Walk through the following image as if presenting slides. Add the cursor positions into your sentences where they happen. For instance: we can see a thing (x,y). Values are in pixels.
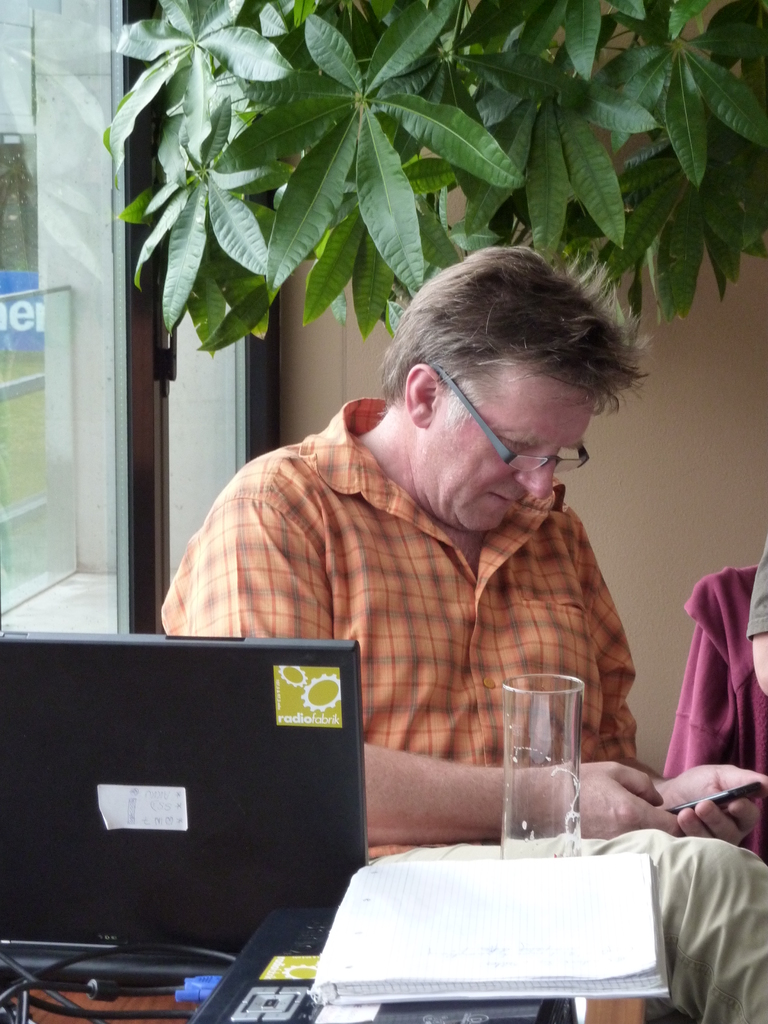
In this picture we can see a man (718,770) who is sitting on the chair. This is table (83,996). On the table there is a monitor (11,840), book (436,869), and a glass (544,778). On the background (500,43) we can see a plant (377,226). And this is the wall (715,473).
